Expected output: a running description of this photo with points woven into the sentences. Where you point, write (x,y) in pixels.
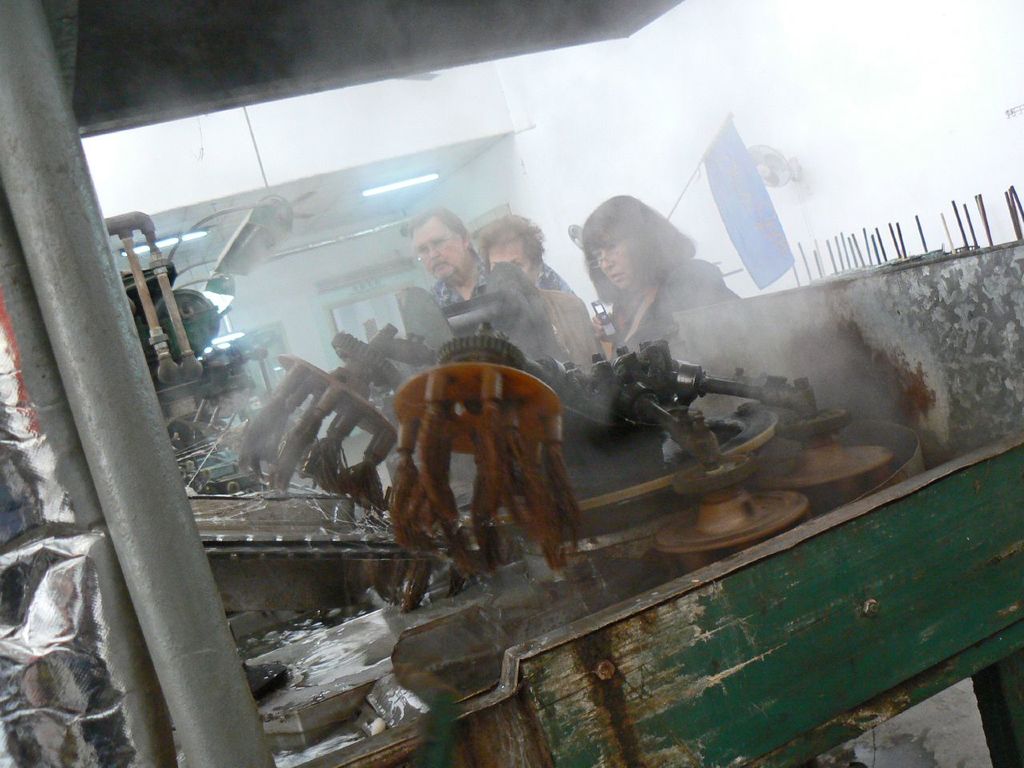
In this picture I can see three persons (618,232) standing, it looks like a machine (638,506), there are lights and some other objects (274,198).
